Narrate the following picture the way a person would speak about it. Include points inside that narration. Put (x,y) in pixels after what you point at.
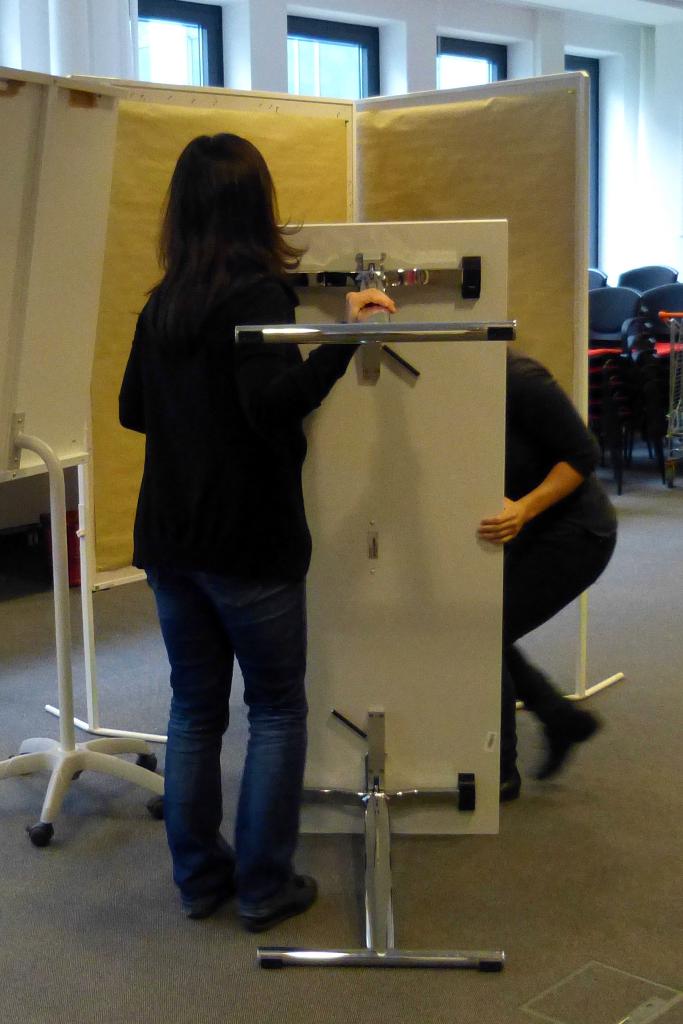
In this picture, we see the woman (253,546) in the black jacket (217,410) is standing and she is holding a white table (436,514). We see a person (543,423) is holding a table (365,423). On the left side (69,204), we see a stand (56,465) and a board (38,142) in white color. Behind them, we see a board like thing (555,251). On the right side (615,413), we see the chairs (644,269). In the background (290,45), we see a white wall (264,61) and the windows (350,45).
